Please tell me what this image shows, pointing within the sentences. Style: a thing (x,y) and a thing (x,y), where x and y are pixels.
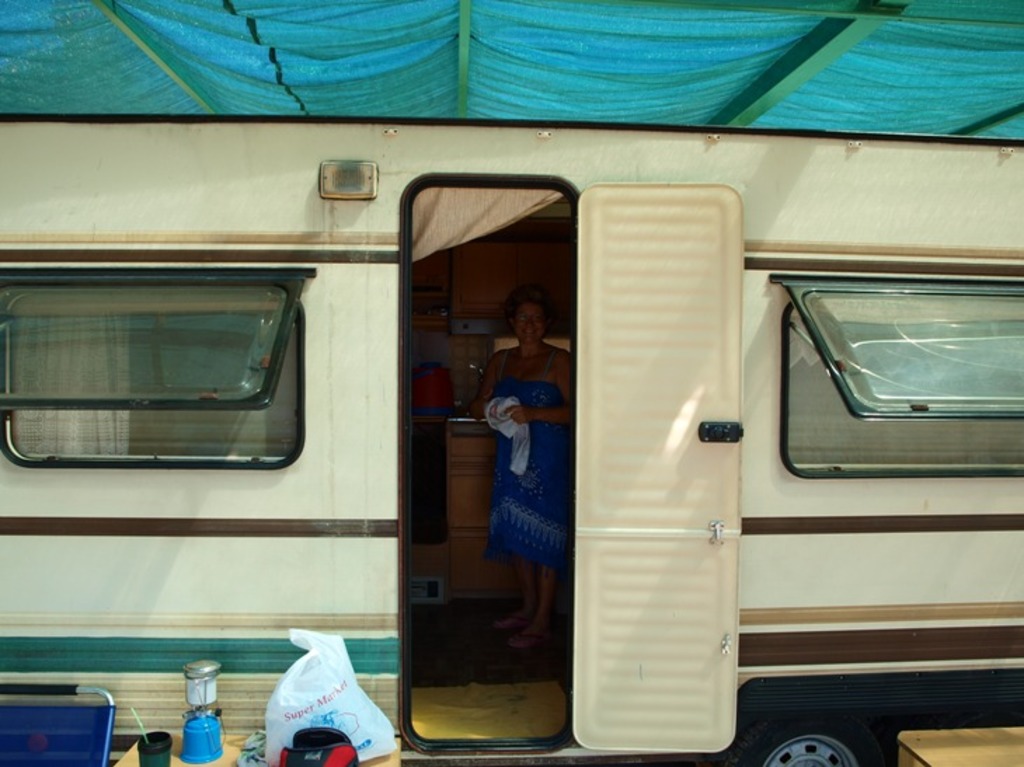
In this picture we can see cover (292,702) and objects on the table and we can see windows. There is a woman (507,379) standing inside of a vehicle (466,384) and holding a cloth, behind her we can see water can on the platform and cupboards (560,293). At the top of the image (547,75) we can see blue cloth (607,90).
